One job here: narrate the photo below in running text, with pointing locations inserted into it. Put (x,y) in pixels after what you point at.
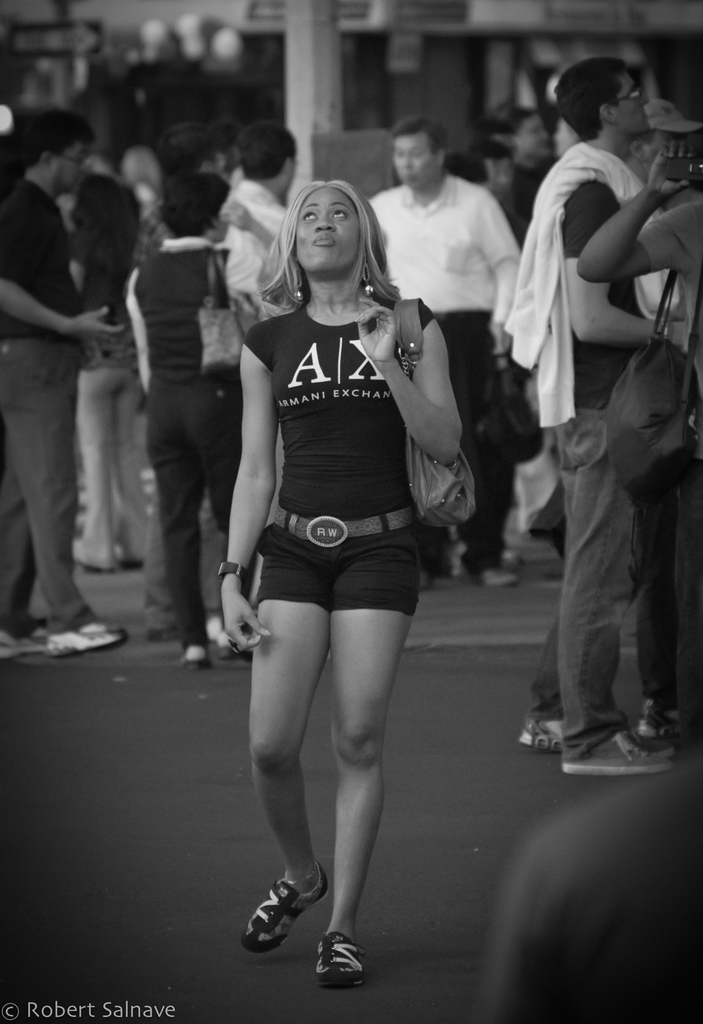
In this image I can see number of people (406,279) are standing. I can see few of them are carrying bags (649,354). I can also see something is written over here and I can see this image is black and white in colour.
